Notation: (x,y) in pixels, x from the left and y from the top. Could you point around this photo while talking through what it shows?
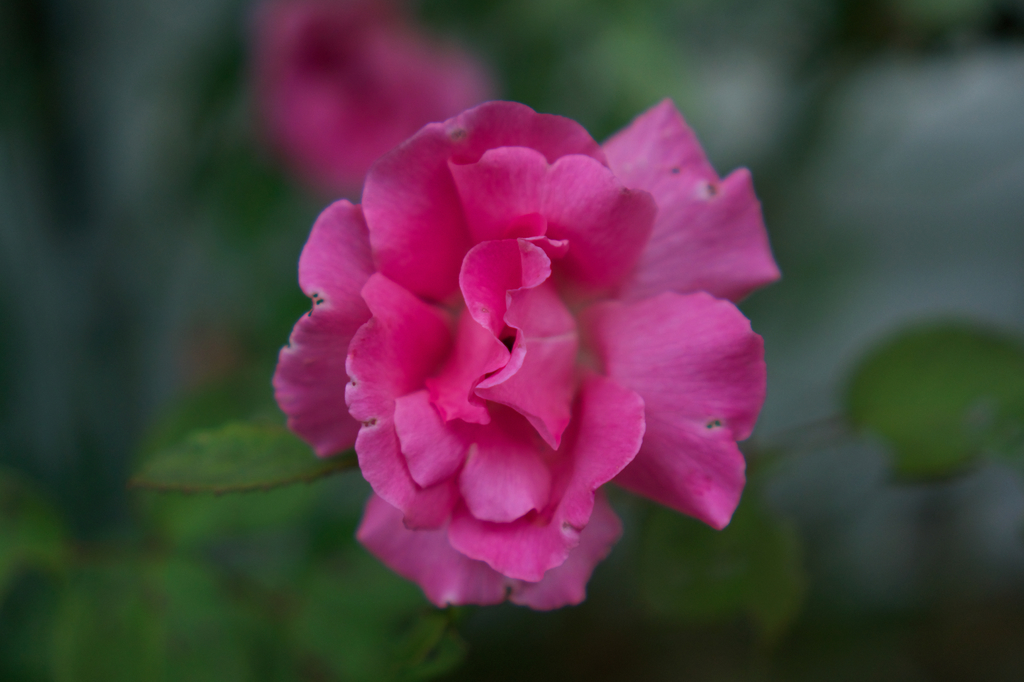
In the center of the picture (433,270) there is a rose flower (392,241). The background (10,568) is blurred.
